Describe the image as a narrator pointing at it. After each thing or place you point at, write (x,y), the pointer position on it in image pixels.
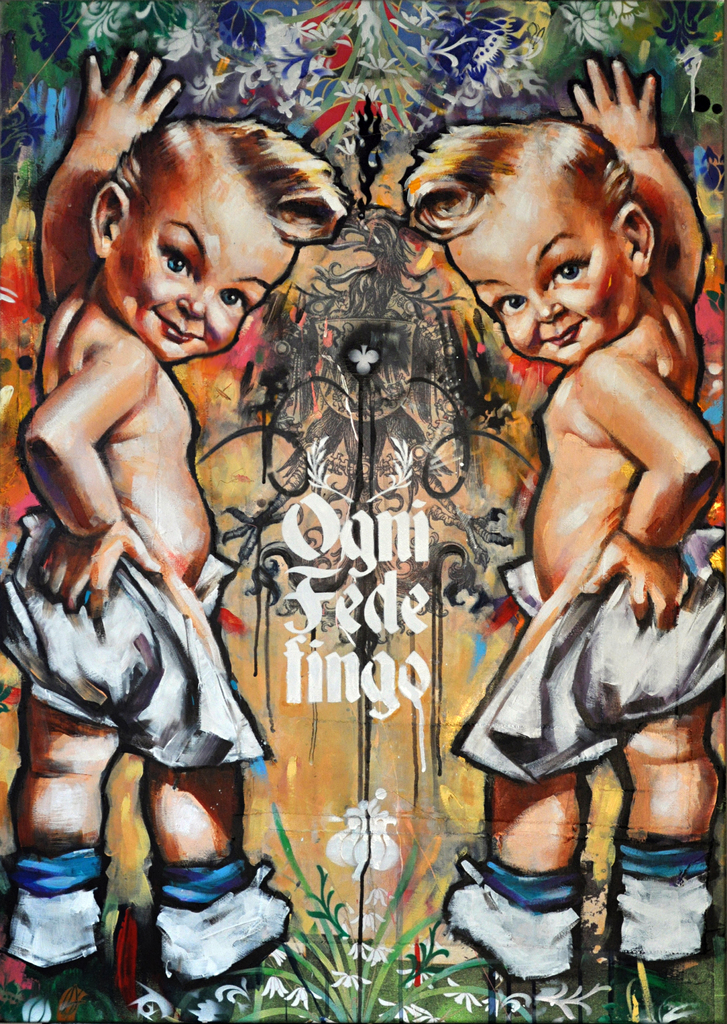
Here in this picture we can see a painting (650,31) of two babies (675,869) standing over a place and in the middle (404,605) we can see some text (355,660) written over there.
